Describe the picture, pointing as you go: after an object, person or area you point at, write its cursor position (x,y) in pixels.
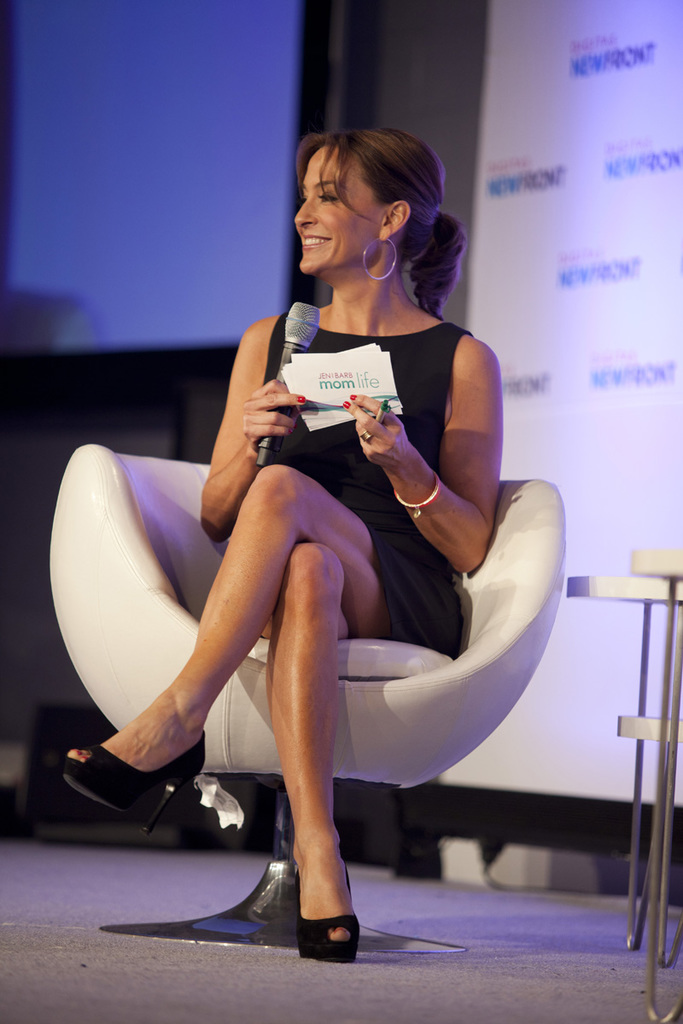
In this image we can see a woman (281,464) holding the mike (290,407) and papers (322,362) and sitting on the chairs (423,656) and smiling. At the bottom (91,969) there is floor (296,961) and in the background (558,70) we can see the screen (112,126) and also the banner (545,93) with text (582,285).
